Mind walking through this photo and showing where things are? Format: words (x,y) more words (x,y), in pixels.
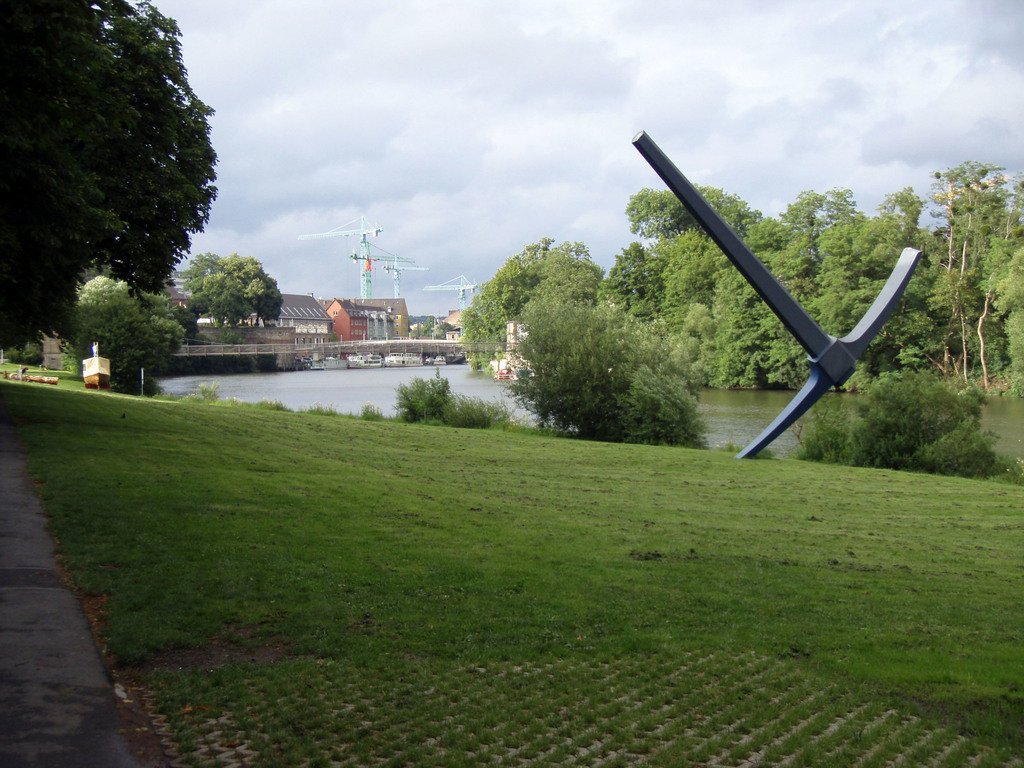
In this image we can see the houses (339,333), bridge (318,350), trees (644,291), cranes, plants (448,407) and also the grass (456,530). We can also see the path (51,577), water (331,371), a structure (809,325) and also the sky (446,101) with the clouds (442,99).
